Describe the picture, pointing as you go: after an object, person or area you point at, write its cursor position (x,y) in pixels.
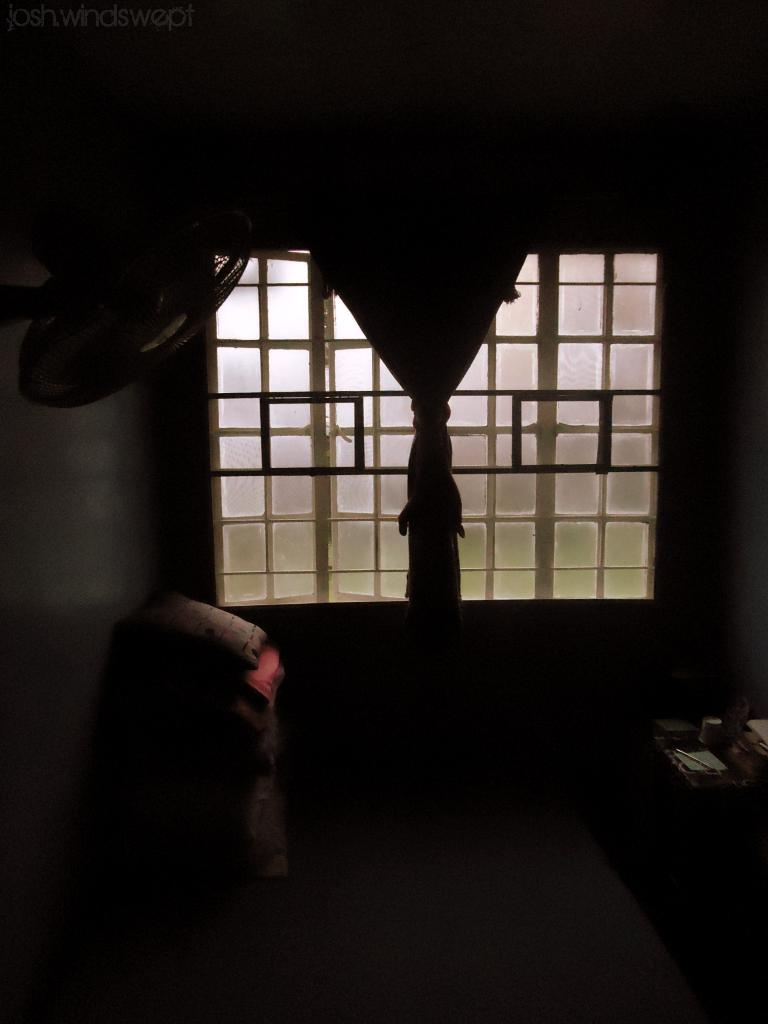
In this image we can see a wall (182,480) of a building (144,481). On the wall (182,480) we can see a window (511,548) and a curtain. On the left side (250,634) we can see the clothes (234,672). On the right side (708,716), we can see few objects (752,727) on a table (678,742). The background of the image (43,147) is dark.
